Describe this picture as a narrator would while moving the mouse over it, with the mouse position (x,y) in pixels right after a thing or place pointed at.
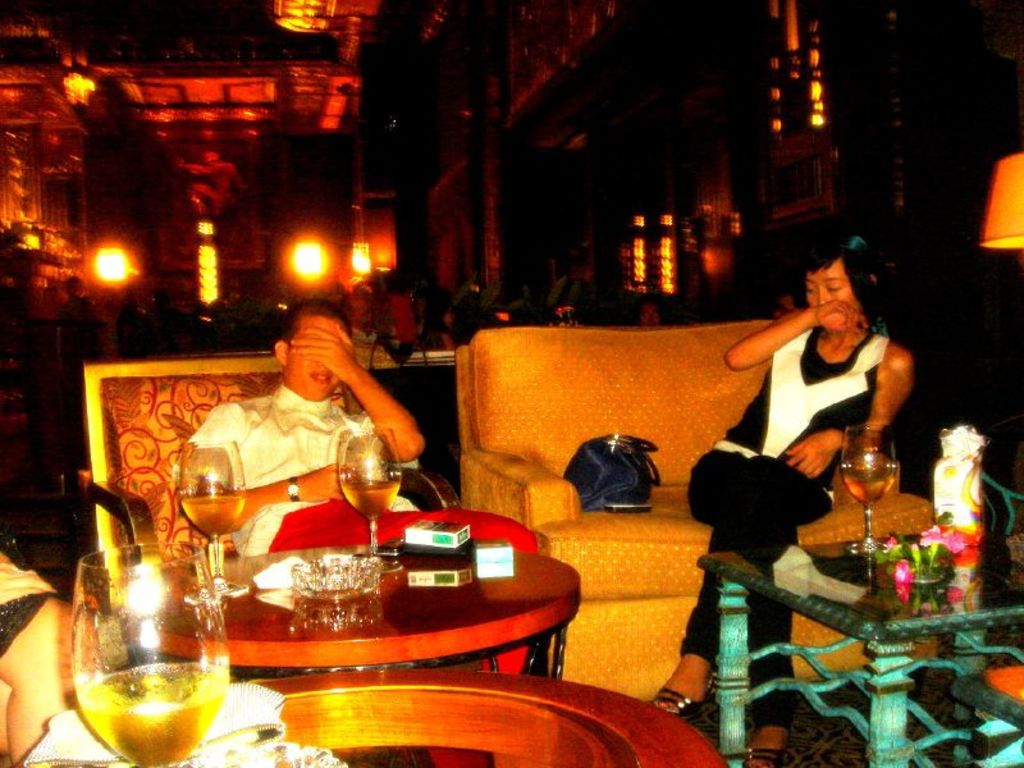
As we can see in the image there are lights (308,255), two people (315,431) sitting on sofas (628,563), a handbag (633,490) and a table (314,608). On table (290,626) there is a glass (166,616), matchbox (412,542) and bowls (329,587).
